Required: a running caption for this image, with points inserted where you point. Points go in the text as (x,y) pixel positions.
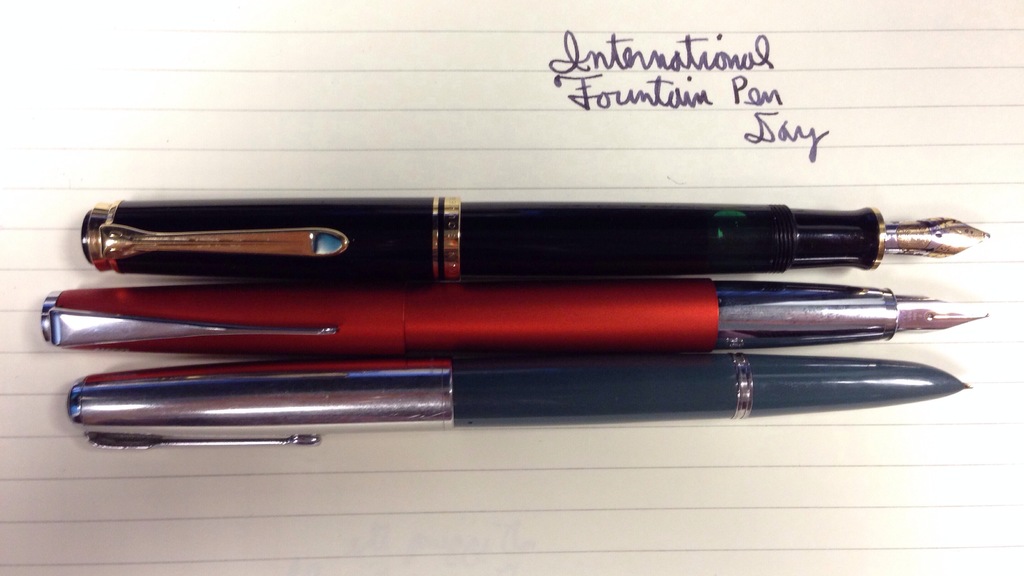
In this picture we can see three pens (186,411) and some text (583,66) on a paper (977,488).
